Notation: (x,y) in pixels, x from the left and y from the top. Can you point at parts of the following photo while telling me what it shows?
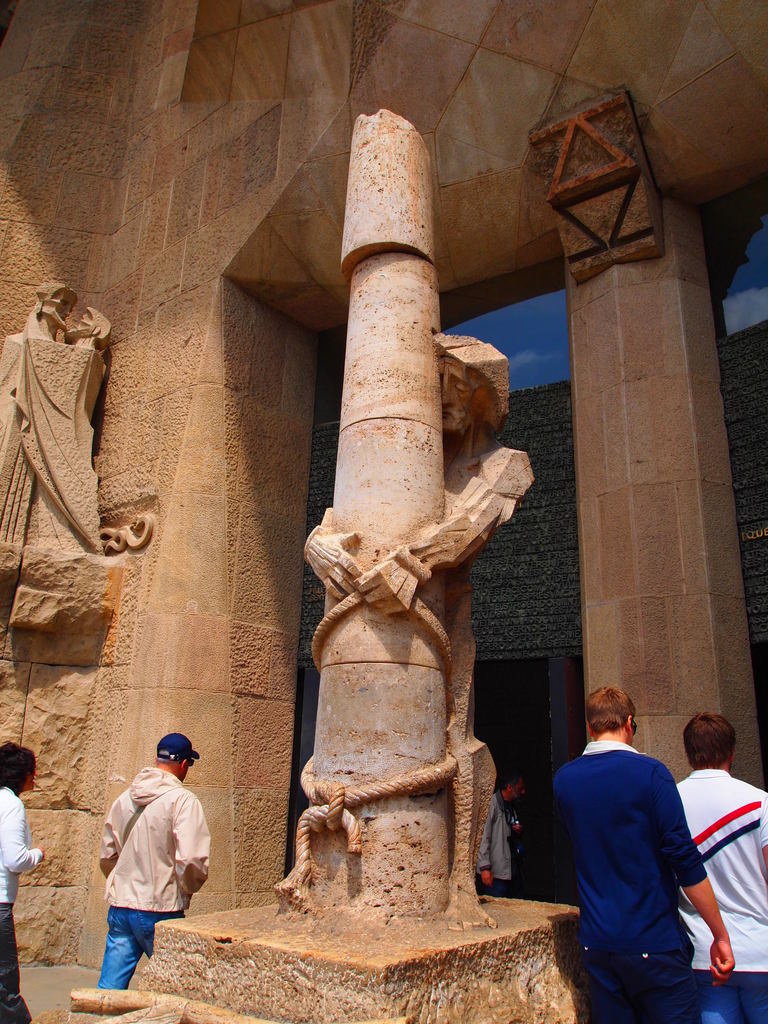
In this image we can see a building (583,481) and there is a pillar (572,395) and a few sculptures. On the building (566,534) we can see a glass (562,366) and in the glass (541,344) we can see the reflection (541,331) of a wall (538,398) and the sky (551,382). At the bottom (691,869) we can see few persons (16,842).
